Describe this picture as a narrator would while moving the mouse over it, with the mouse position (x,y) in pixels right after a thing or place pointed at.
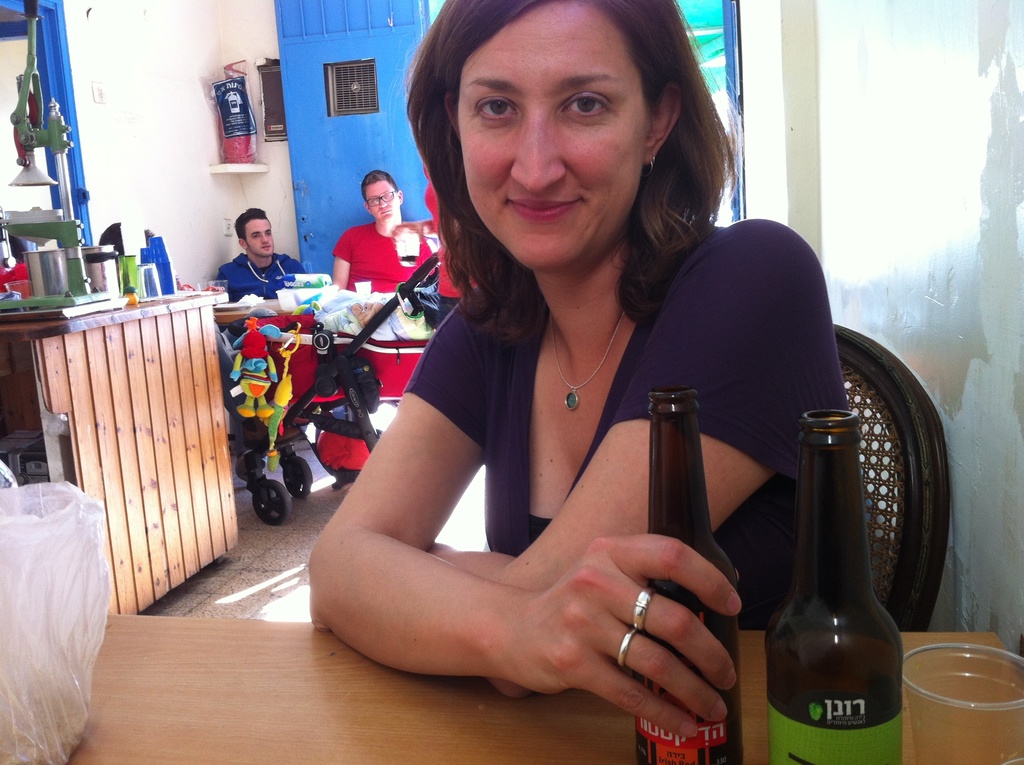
As we can see in the image there is a white color wall (182,160), three people (259,214) sitting on chairs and a table (560,709). On table (493,729) there are bottles (890,650), cover (12,499) and glass (954,693).
